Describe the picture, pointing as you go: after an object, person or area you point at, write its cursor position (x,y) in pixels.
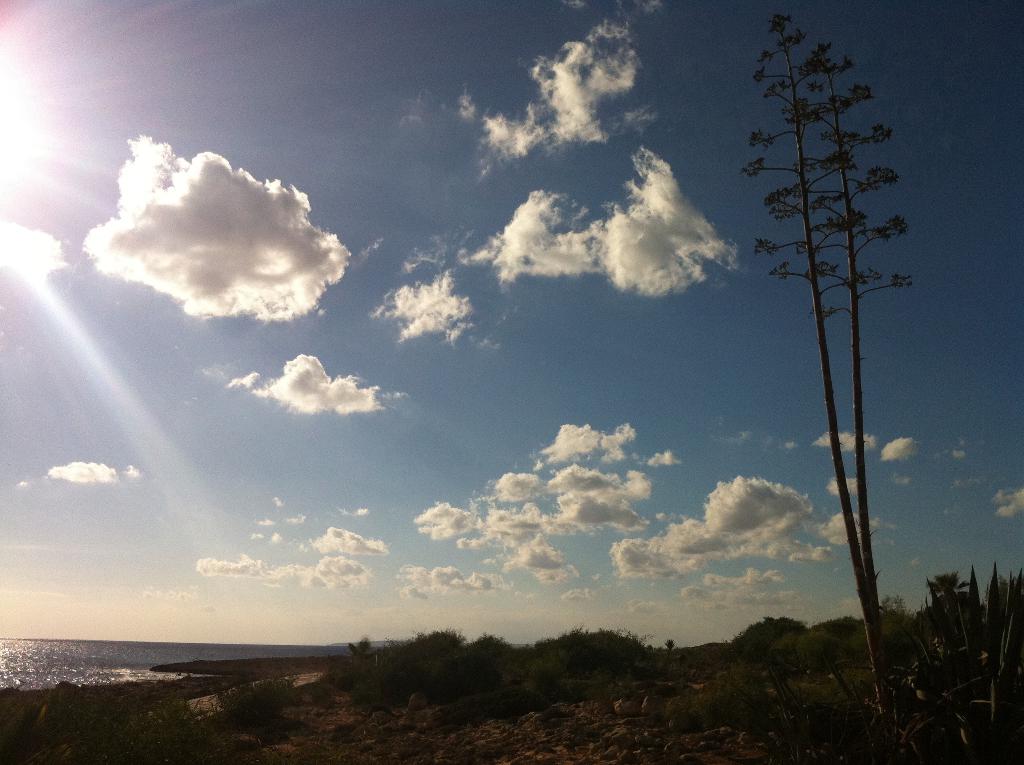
In this image there is a beach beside that there are plants (745,718) and tree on the mud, also there are clouds (98,476) on the sky (170,585).
